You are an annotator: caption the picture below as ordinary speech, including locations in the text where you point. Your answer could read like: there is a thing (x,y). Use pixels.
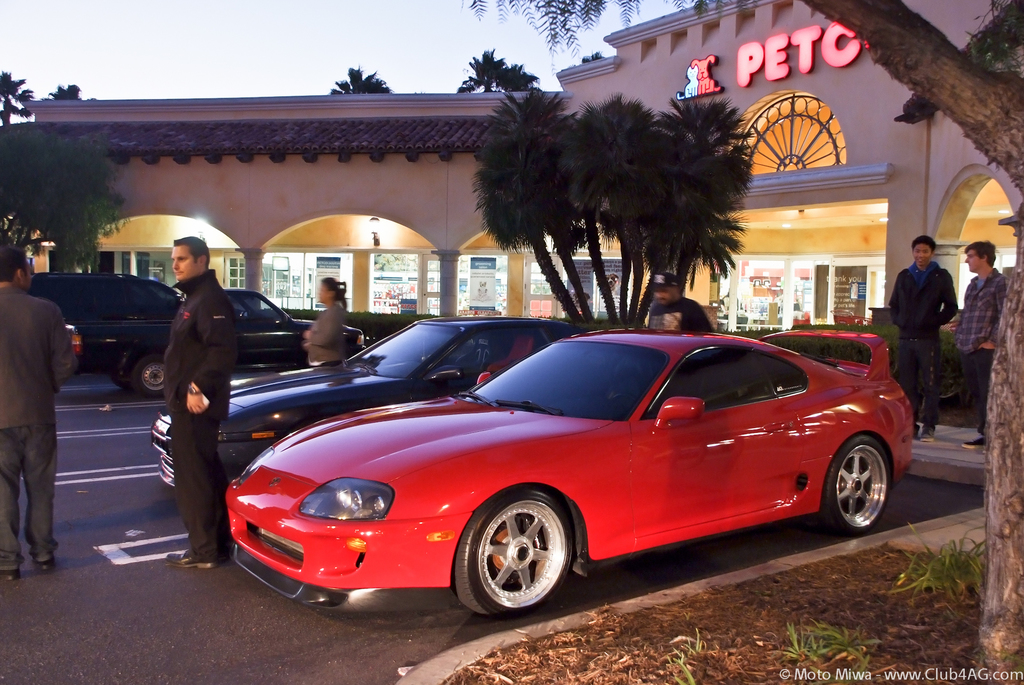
In the image there are two cars (365,423) in the front of a store (255,203) with trees (96,211) behind it and some people (915,354) standing in the back (928,243) and in the front (14,362) and above its sky (231,70).
